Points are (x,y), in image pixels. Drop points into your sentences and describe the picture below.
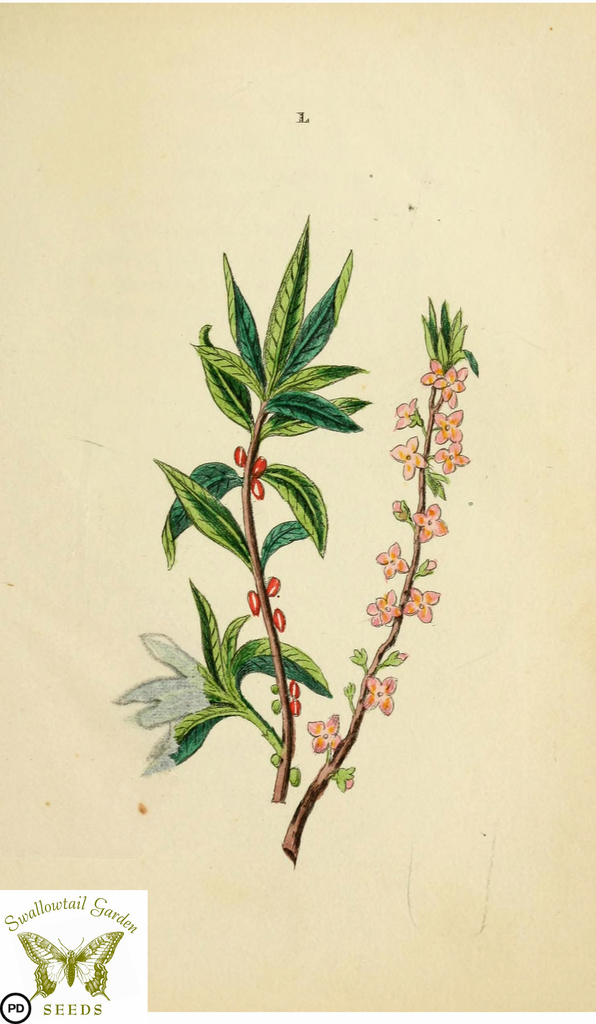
In this image I can see depiction picture of plants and on the bottom left corner of this image (143,903) I can see a watermark (123,891).
